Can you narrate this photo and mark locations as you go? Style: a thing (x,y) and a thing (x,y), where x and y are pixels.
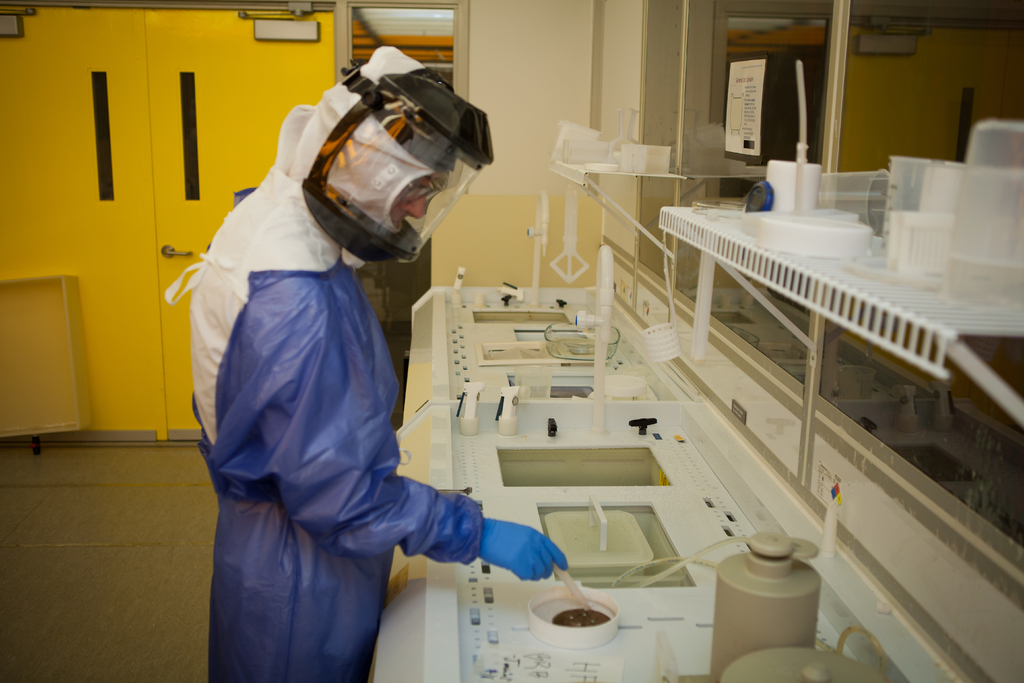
In this image I can see a person (318,290) wearing white and blue colored dress (297,289) and black color helmet (383,223) is standing and holding an object (557,569) in his hand (553,549). In the background (534,361) I can see the yellow colored door (200,121), the cream colored wall (530,76) and few other objects (604,151).
